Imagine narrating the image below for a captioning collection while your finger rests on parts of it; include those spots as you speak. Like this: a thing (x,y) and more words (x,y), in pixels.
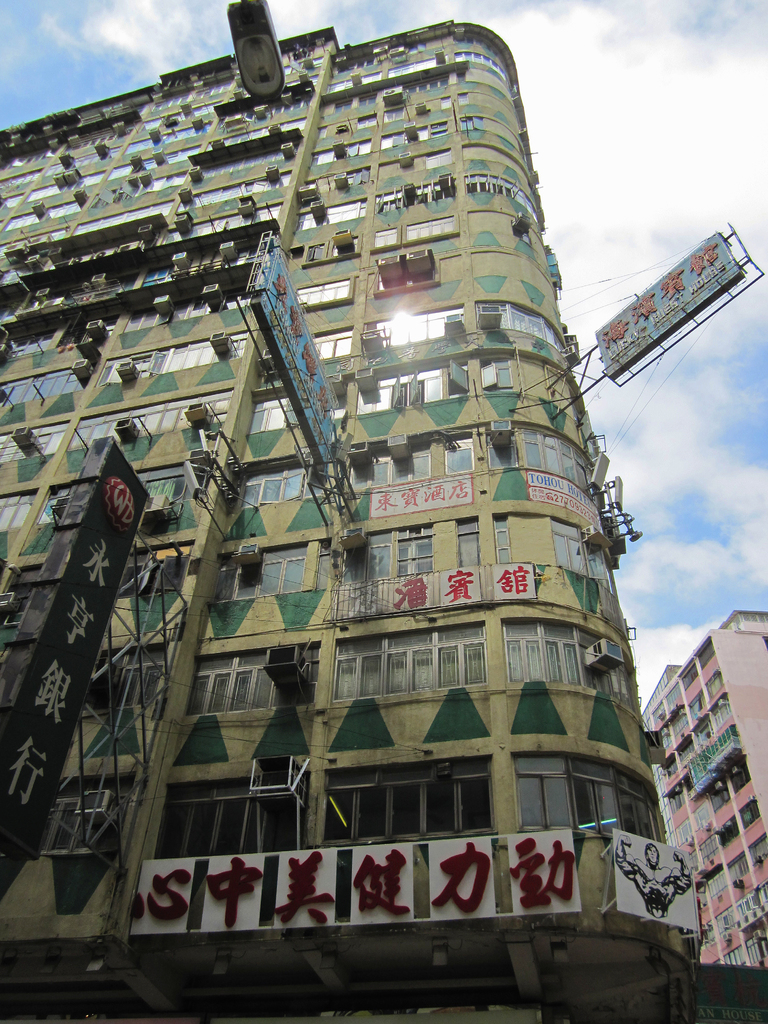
There is a building (319,684) with air conditioner (235,124) on that. Also there are stands (305,367) attached to the building (397,343) and something is written on the building (643,791). On the right side (704,761) there is another building (704,722). In the background (687,475) there is sky (658,419) with clouds (621,128).
